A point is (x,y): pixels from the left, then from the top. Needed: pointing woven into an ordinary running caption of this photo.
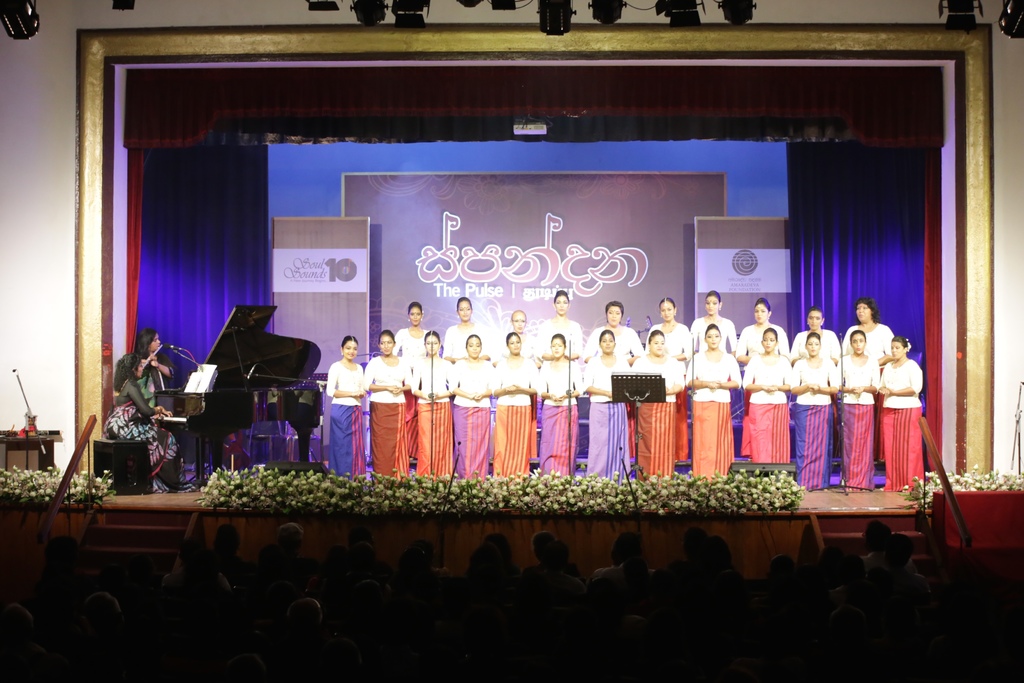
In this image in the center (458,390) there are some people (472,404) standing, and they are on stage (591,547) and on the left side (140,394) there are two people (146,372) one person (157,375) is playing flute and one person (148,401) is playing piano (182,416). And there is a piano (240,363), and also there are some mike's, pole (636,432), and board (618,383). In the background (408,300) there is a screen (374,206), curtains (132,307), wall (13,311) and at the top of the image (27,28) there are some lights (23,10). And at the bottom (360,618) there are group of people (638,581), and on the stage (316,518) there are some flowers (612,503).
